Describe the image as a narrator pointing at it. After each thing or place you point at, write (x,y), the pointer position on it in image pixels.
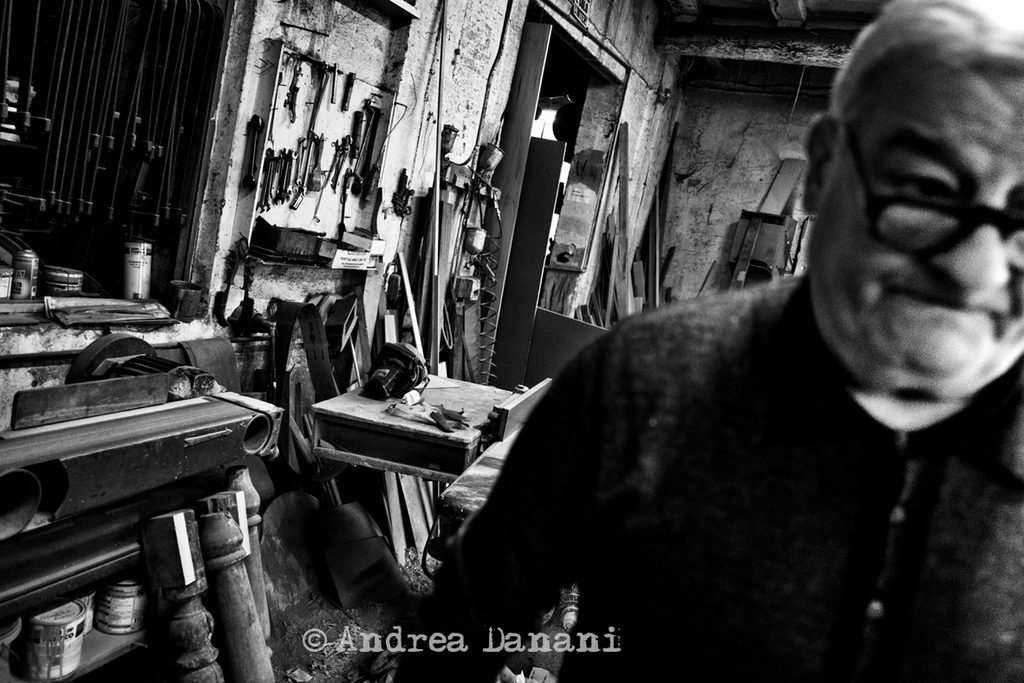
This is a black and white picture. In this picture we can see a man (788,438), walls (423,181), wooden planks (520,294), bottles (128,281), some text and some objects (113,516).
